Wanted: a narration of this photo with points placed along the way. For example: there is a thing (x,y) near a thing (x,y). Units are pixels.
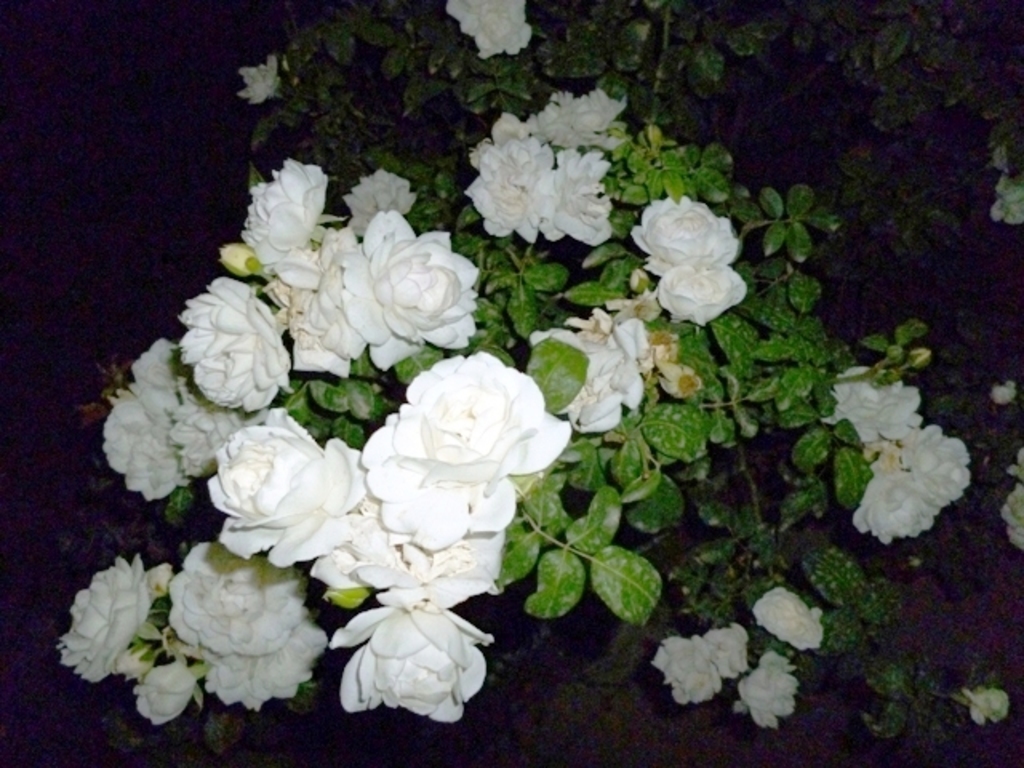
We can see plants (541,263), flowers (550,232) and buds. In the background (118,177) it is dark.
